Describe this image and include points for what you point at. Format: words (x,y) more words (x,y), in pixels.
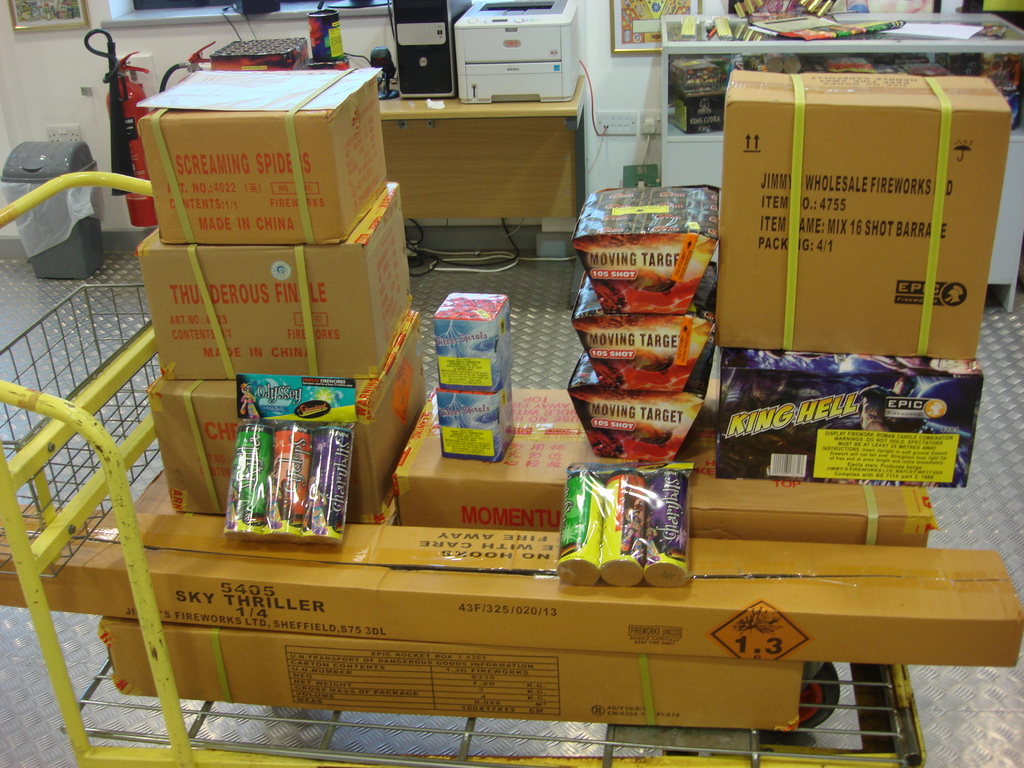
In this image i can see a wheel cart (148,626) carrying a boxes (199,352) of fireworks (636,516) or some other objects (500,415) in it. At background (426,73) I can see CPU (422,61) and printer (514,72) placed on a table (494,114). At the left corner of the image (49,168) I can see a dustbin (48,175) and a fire extinguisher (126,104) which is attached to the wall (597,176). This is a socket (614,113) where cables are attached. And this is a rack (723,48) at where some objects (816,26) are placed on it. I can see a photo frame (51,10) at the top of the image (52,26) which is attached to the wall (48,42).
